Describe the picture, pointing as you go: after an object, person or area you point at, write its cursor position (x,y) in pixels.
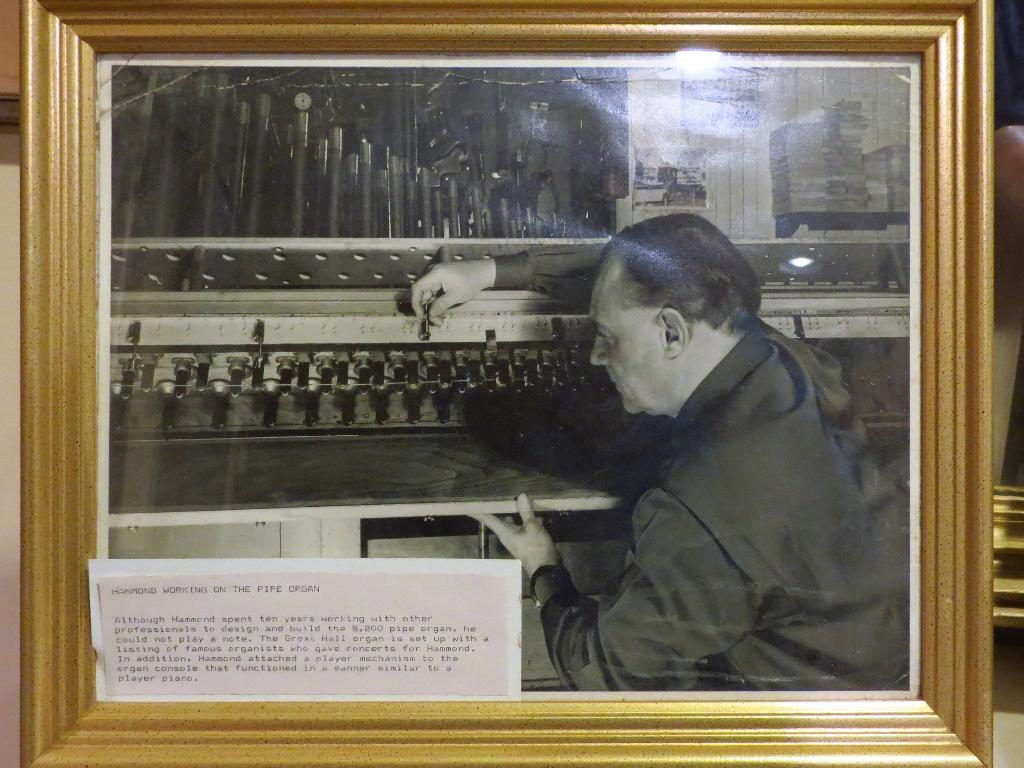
In this image I can see a frame (969,753) and in it I can see a photo (582,301) of a man (727,434). I can see he is holding a black colour thing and here I can see a paper (514,691). On this paper (166,603) I can see something is written and I can also see this photo (672,378) is black and white in colour.
